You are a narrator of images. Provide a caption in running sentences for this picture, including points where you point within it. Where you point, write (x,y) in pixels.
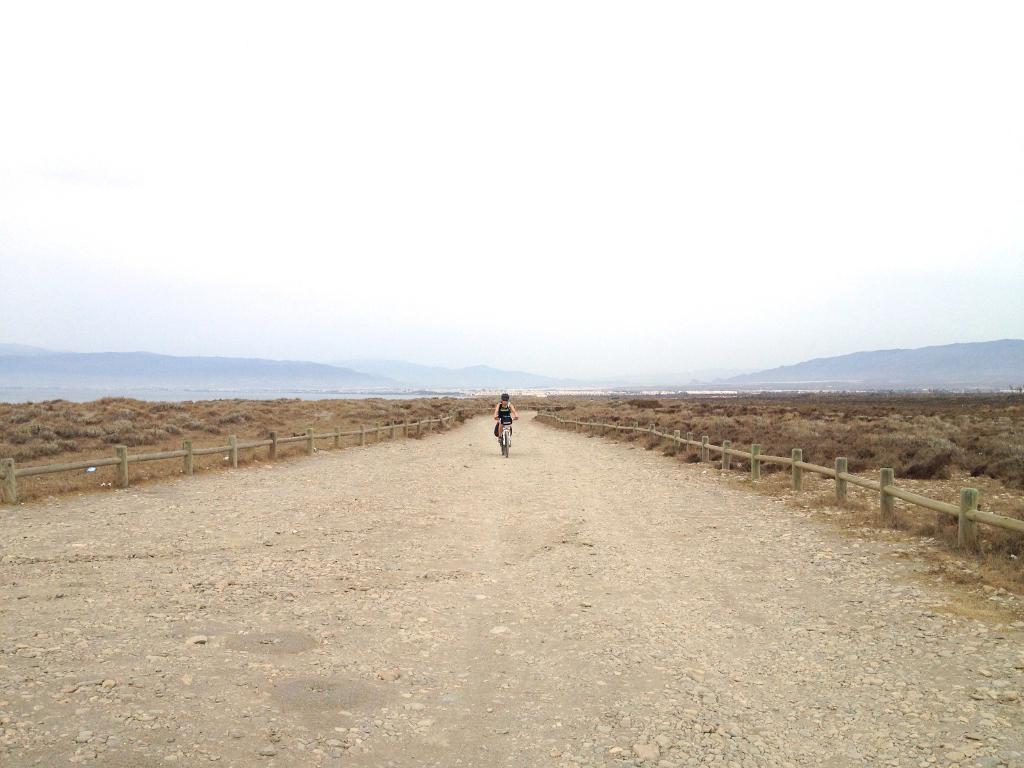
There is a plain road (488,461), a person (511,412) is moving on a vehicle (508,448) on the road (480,564), there is a fencing (763,454) on the either side of the road (459,440) and in the background (955,364) there are few mountains (93,367), there is a lot of grass (617,411) around the road (351,466).
